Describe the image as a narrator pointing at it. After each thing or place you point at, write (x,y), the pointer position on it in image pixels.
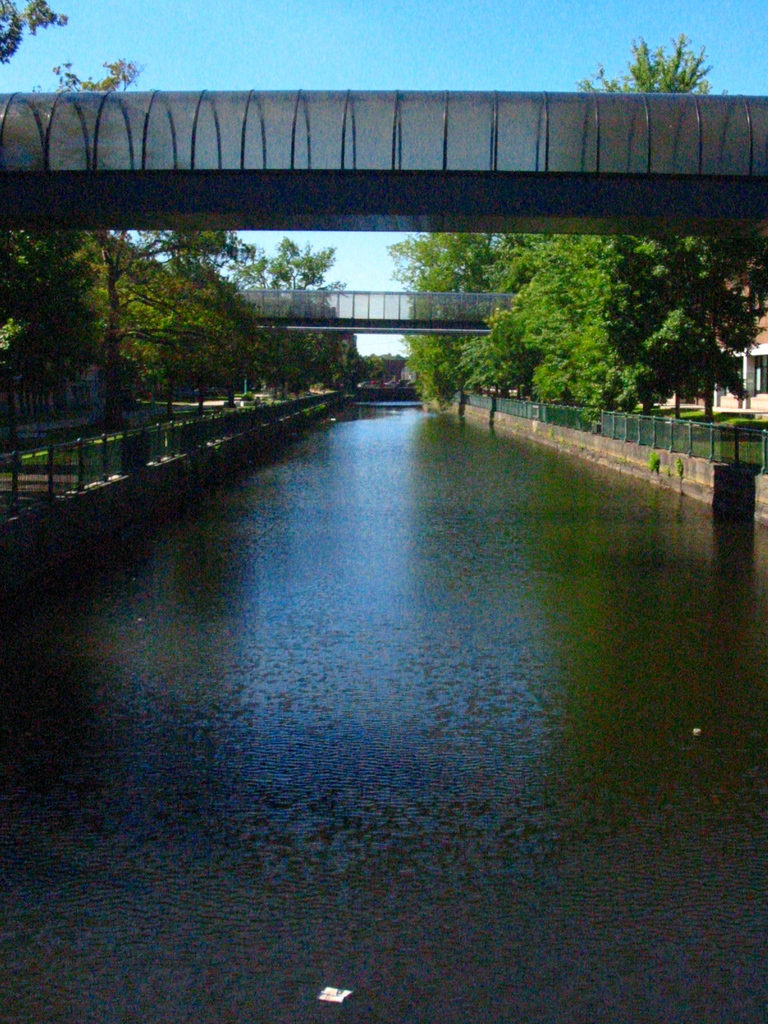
There is water surface (413,692) in the foreground area of the image (285,566), there are trees (581,292), it seems like a bridge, boundaries (170,507), house (745,361) and the sky (399,263) in the background (385,278).
